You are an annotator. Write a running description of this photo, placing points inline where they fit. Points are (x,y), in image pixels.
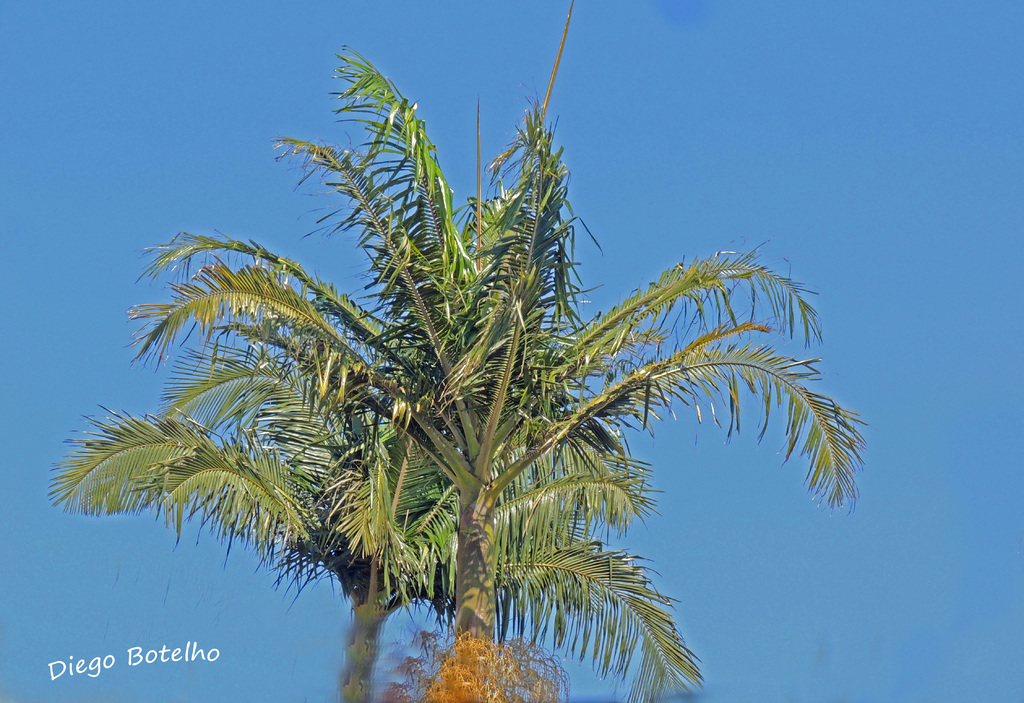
In this image there is a coconut tree (467,396), in the background (714,532) there is the sky (758,549). At the bottom left side of the image (171,654) there is some text (193,648).
